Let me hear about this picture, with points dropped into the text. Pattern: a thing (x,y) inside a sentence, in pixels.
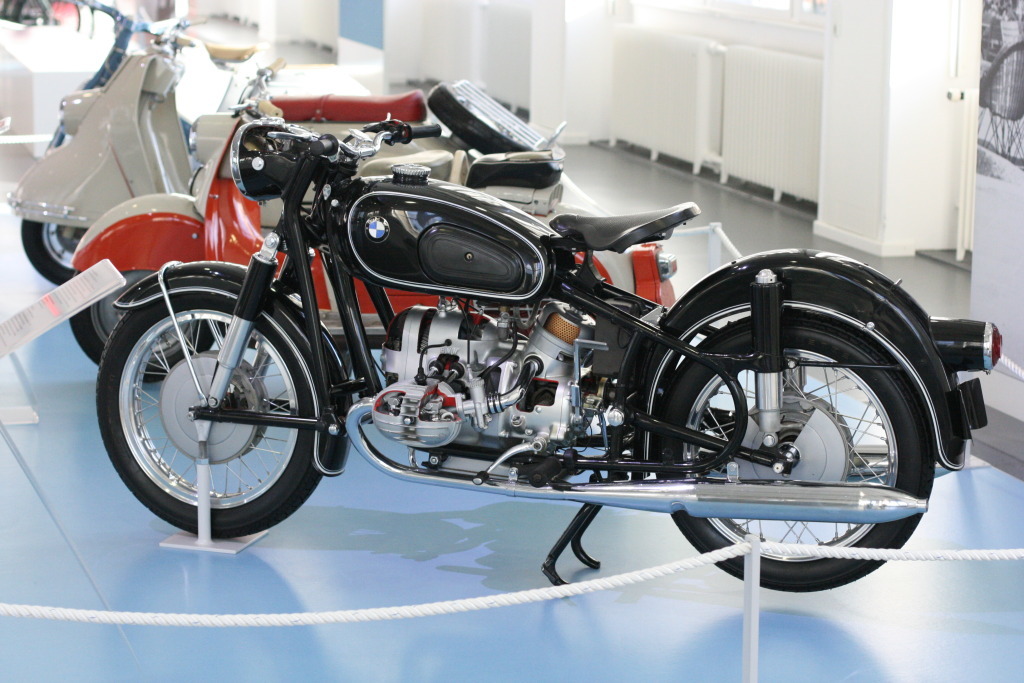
In this picture we can see there are some vehicles (328,325) on the path (349,544) and in front of the vehicles (303,323) there is a board (72,306), poles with a rope (733,552). Behind the vehicles (448,227) there's a wall (853,158).
